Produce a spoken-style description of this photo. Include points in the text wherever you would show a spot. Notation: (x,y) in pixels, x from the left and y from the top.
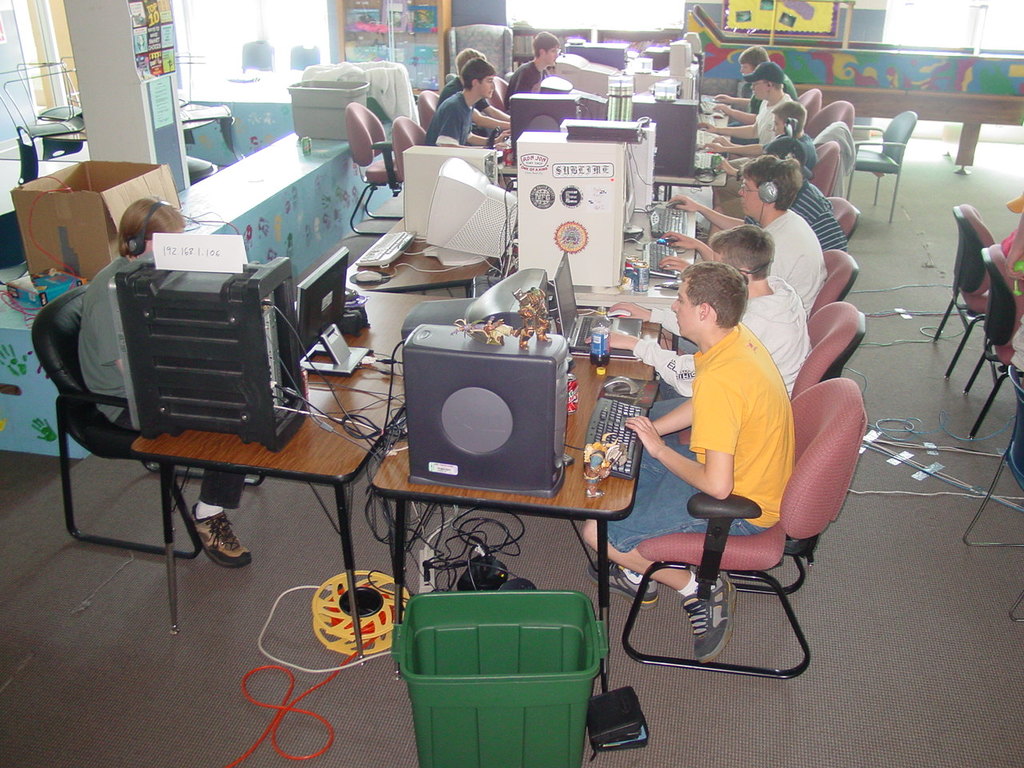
In this image, There is a floor (836,694) in gray color, And in the middle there is a bucket (546,702) in green color, And there is a table (388,484) in brown color and there are some object (481,423) kept on table (578,432) in black color, In the right side (826,495) there are some chair (992,309) in maroon color, In the left side (272,206) there is a table (319,163) which is in blue color.
